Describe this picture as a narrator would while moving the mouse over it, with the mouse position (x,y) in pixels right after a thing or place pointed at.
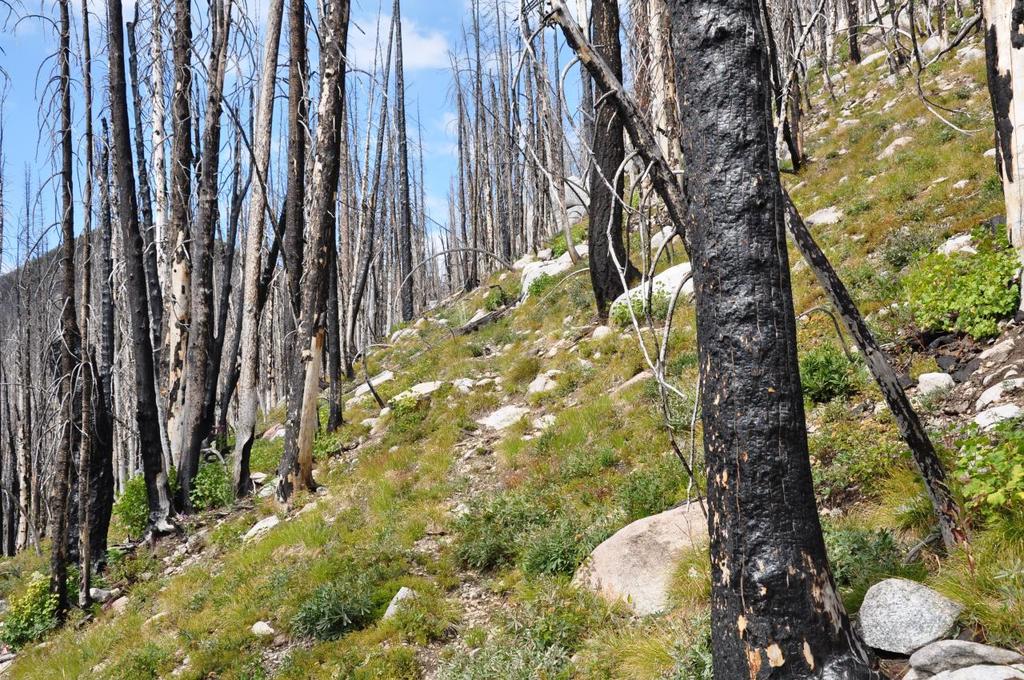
In this image, we can see so many trees (775,39), plants (364,592), grass (299,535) and stones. Background (438,154) there is a sky (436,123).
